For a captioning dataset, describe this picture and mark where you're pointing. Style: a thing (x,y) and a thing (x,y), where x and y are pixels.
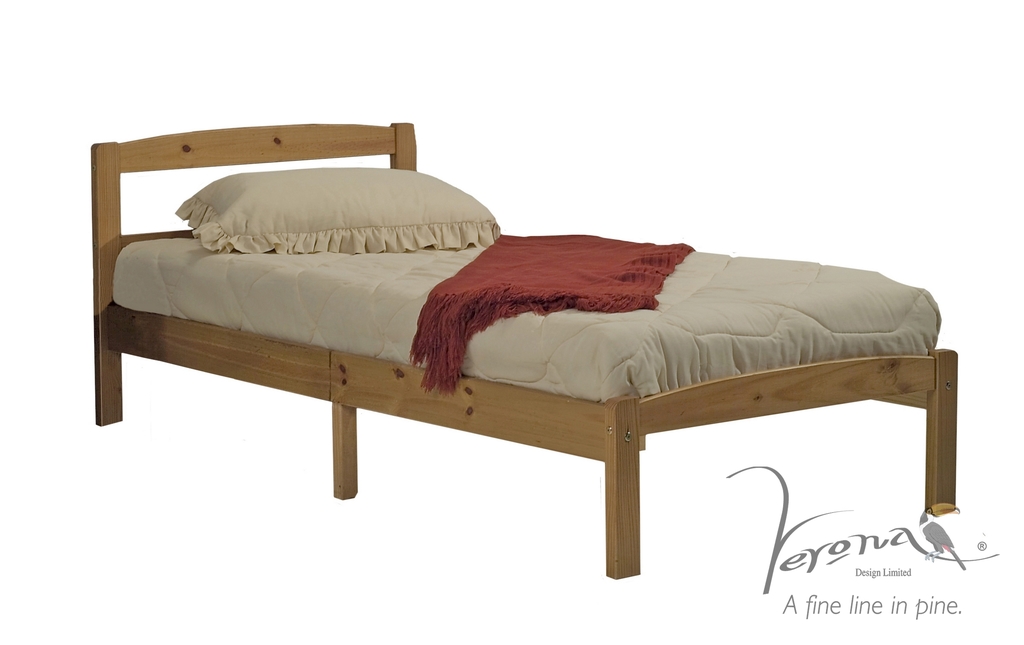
In this picture we can see a bed (337,398) with a pillow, cloth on it and in the background (840,461) we can see it is white color, in the bottom right (820,605) we can see some text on it.
